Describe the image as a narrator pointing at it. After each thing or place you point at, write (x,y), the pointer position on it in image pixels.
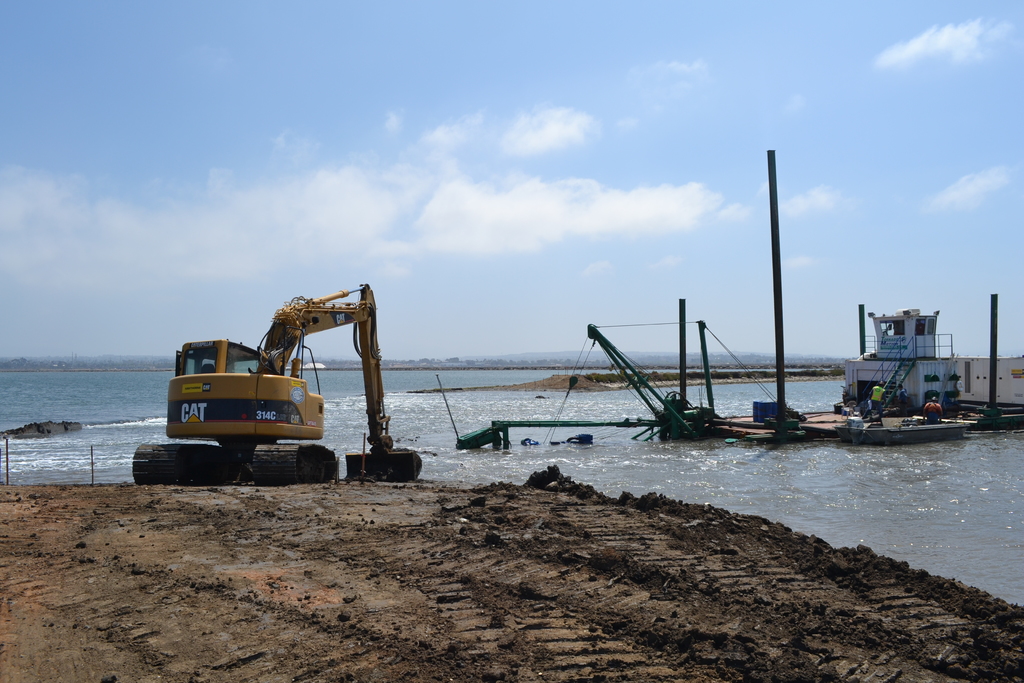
In this picture we can observe yellow color crane (258,391) on the bank (288,525) of the river (122,472). We can observe a dock (737,418) here. In the background (146,410) there is a river (407,373) and a sky (386,215) with clouds (410,234).
